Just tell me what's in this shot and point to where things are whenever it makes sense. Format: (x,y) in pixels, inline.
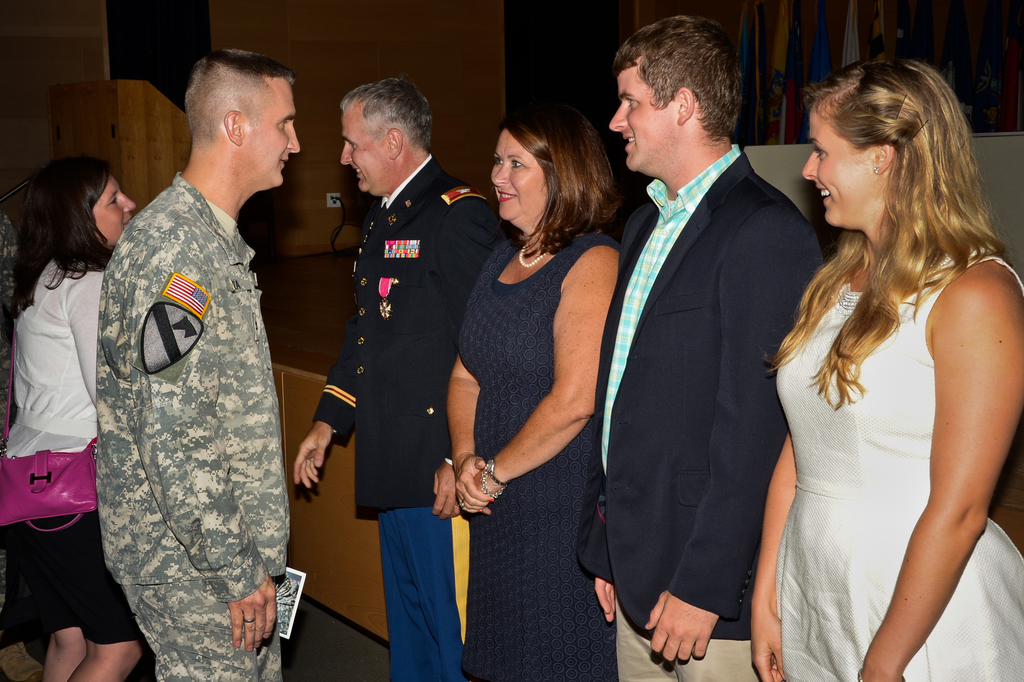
On the left side of the image (187,450) there is a man (181,336) with uniform (179,229) and badges (183,312) on his hand (191,270) is standing. Beside him there is a lady (53,352) with black and white dress (75,409) and with pink wallet (87,507) is standing. In front of them there are few people (804,318) standing. Behind them there is a stage (298,308) with a table (772,163), flags (988,46) and podium (152,139). In the background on the wall (322,177) there is a plug board (334,199) with wire (340,224).
